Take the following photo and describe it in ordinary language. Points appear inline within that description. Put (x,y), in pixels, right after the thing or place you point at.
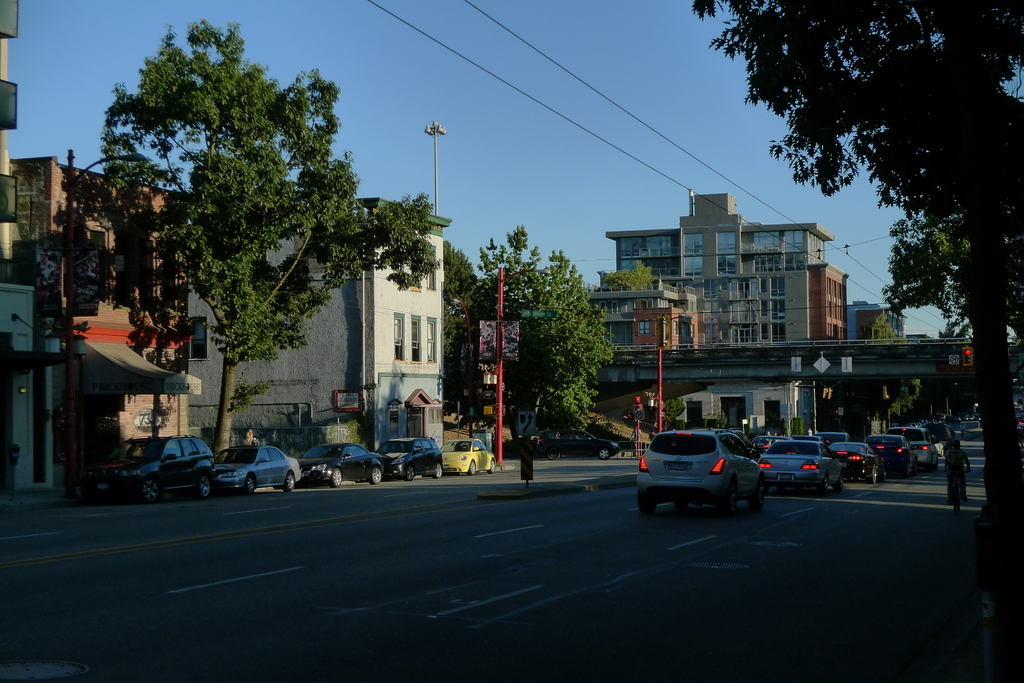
In this image we can see some vehicles (356,449) on the road (547,535) and there is a person (961,484) riding a bicycle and we can see a bridge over the road (894,541). There are some building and trees (825,176) and at the top (575,57) we can see the sky (559,60).
